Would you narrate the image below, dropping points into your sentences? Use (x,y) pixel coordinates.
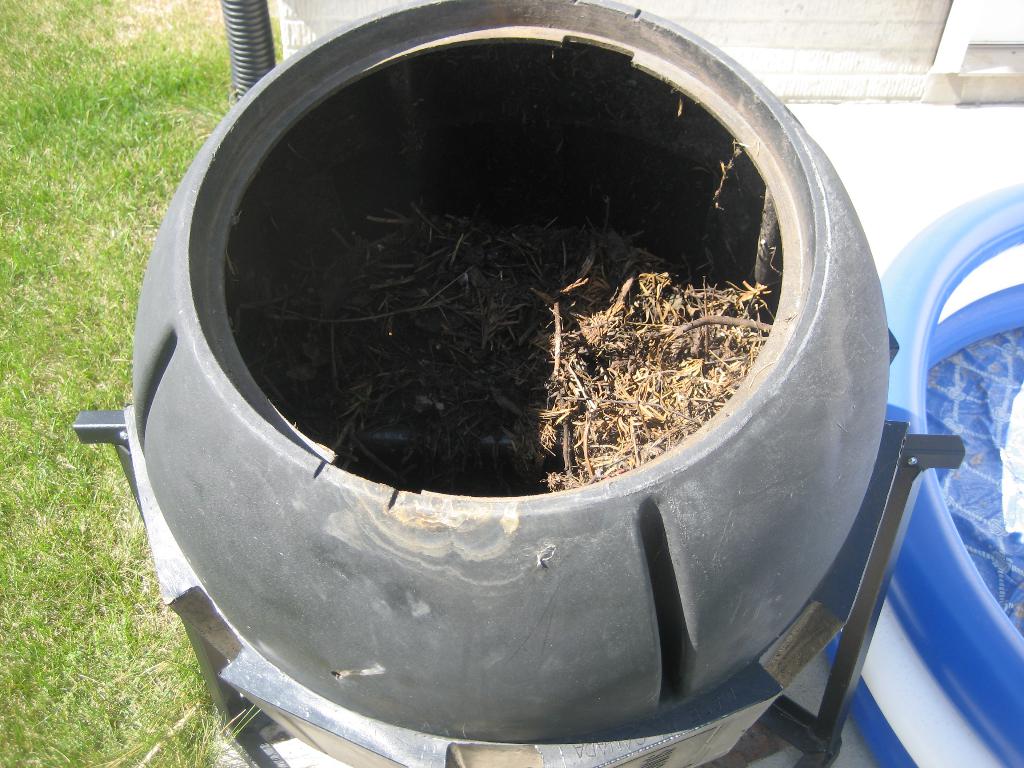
In this image I can see the black color object (783,529) on the stand (825,690) and I can see the grass (638,390) in it. I can see the tube (936,606) in blue and white color.
